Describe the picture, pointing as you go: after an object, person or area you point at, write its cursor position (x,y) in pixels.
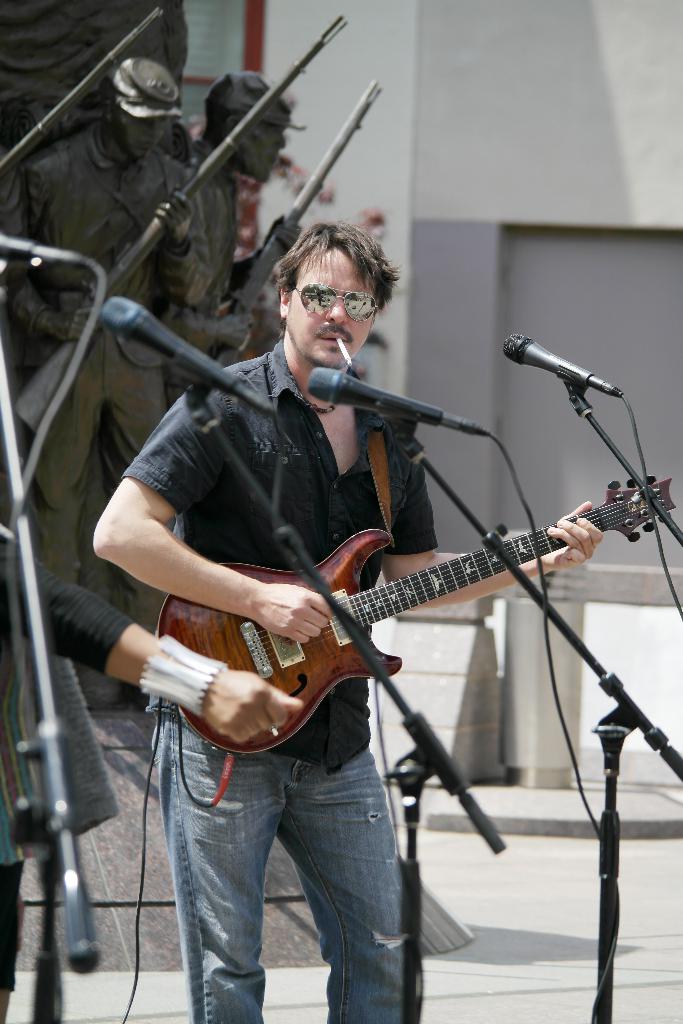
In this a man (273,611) standing. He is a guitarist (256,579). He has a cigarette (353,364) in his mouth (332,344). He wears goggles (354,301), has a fair skin (318,348). He wears black shirt (287,500) and denim pant (257,920). There are few mics (243,385) placed beside him and at hand (218,693) of a lady (205,690) at the left side of the image (225,699). There is a statue (110,185) of soldiers (115,183) behind him holding the guns (223,152).
